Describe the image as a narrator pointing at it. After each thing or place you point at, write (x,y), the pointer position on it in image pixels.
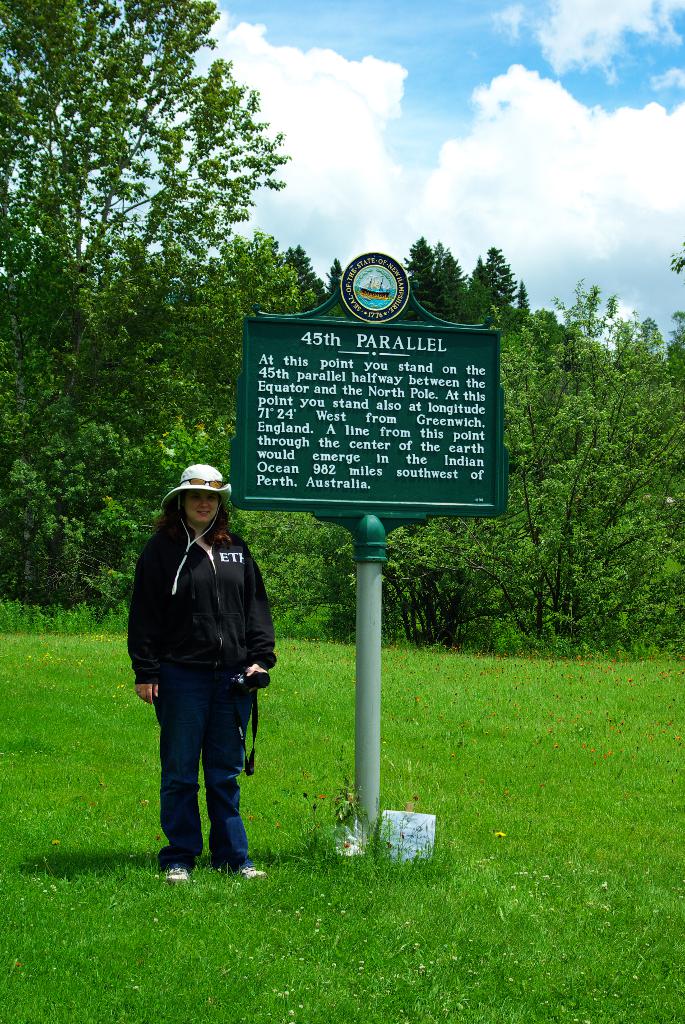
In this image we can see a woman (212,745) standing and holding a camera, there is a board (378,413) with some text (359,386), also we can see the grass (330,852) and objects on the ground (443,850), in the background (540,367) we can see some trees (508,373) and the sky (262,58) with clouds (262,58).
